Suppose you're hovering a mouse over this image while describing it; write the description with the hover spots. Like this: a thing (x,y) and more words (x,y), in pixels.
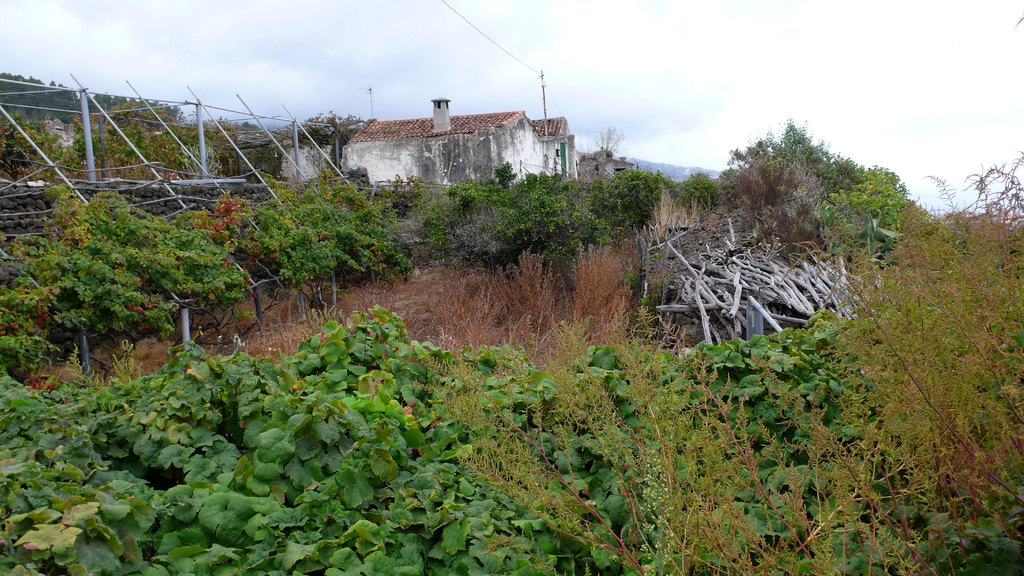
There are plants (935,469), woods (817,287) and dry plants (616,283) on the ground (451,339), near poles (181,200) arranged, there are houses (459,162), mountains (691,174) and clouds (675,60) in the sky (773,52).
